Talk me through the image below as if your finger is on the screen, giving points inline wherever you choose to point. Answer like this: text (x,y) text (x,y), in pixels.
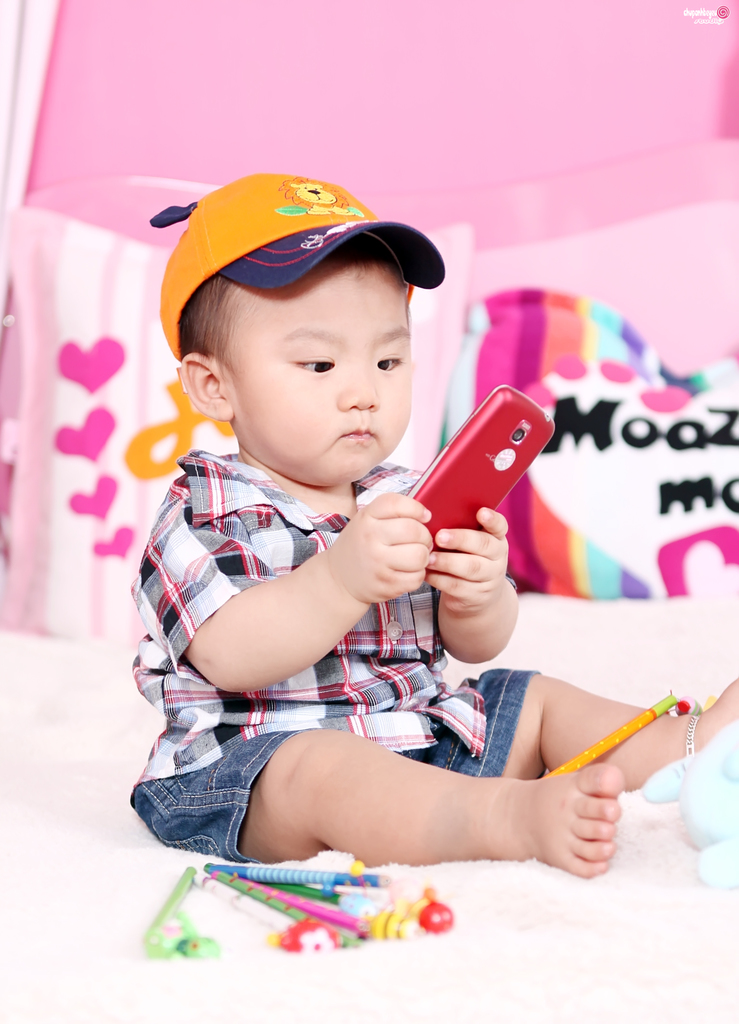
This kid (390,400) sitting and holding mobile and wear cap (248,222). We can see pencils (445,909) and toy (722,852) on the bed (552,889). Behind this kid (311,467) we can see pillows (531,381).
